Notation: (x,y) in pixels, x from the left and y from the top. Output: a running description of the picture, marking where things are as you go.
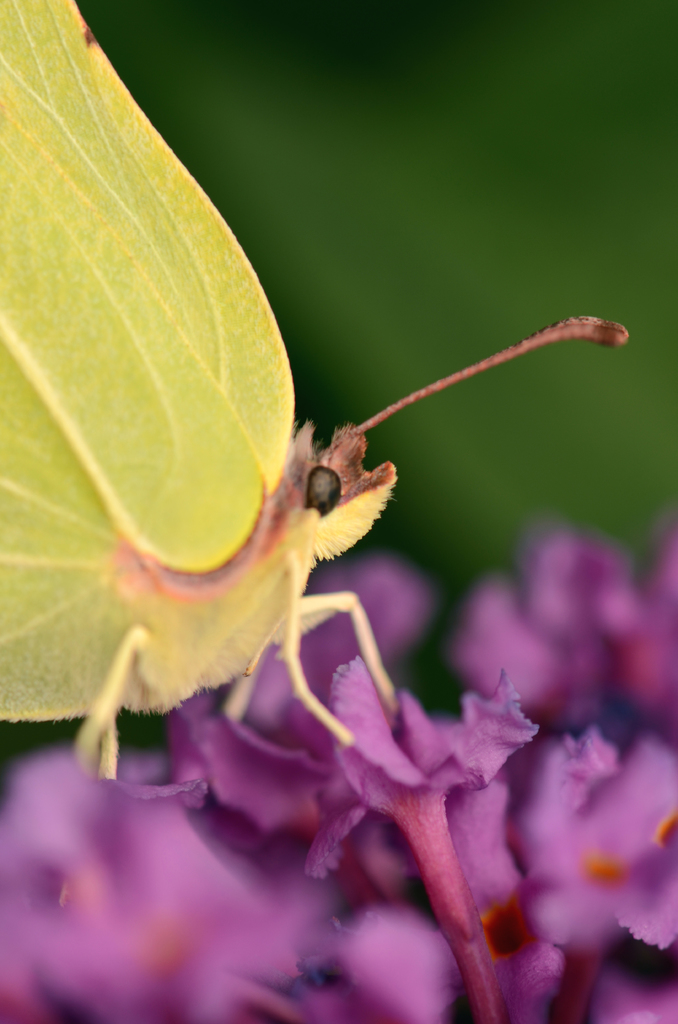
This image is taken outdoors. In this image the background (301,72) is a little blurred. At the bottom of the image (222,893) there are a few flowers (405,820) which are purple in color. On the left side of the image (152,523) there is a butterfly (137,441) on the flower (262,698) which is yellow in color.
